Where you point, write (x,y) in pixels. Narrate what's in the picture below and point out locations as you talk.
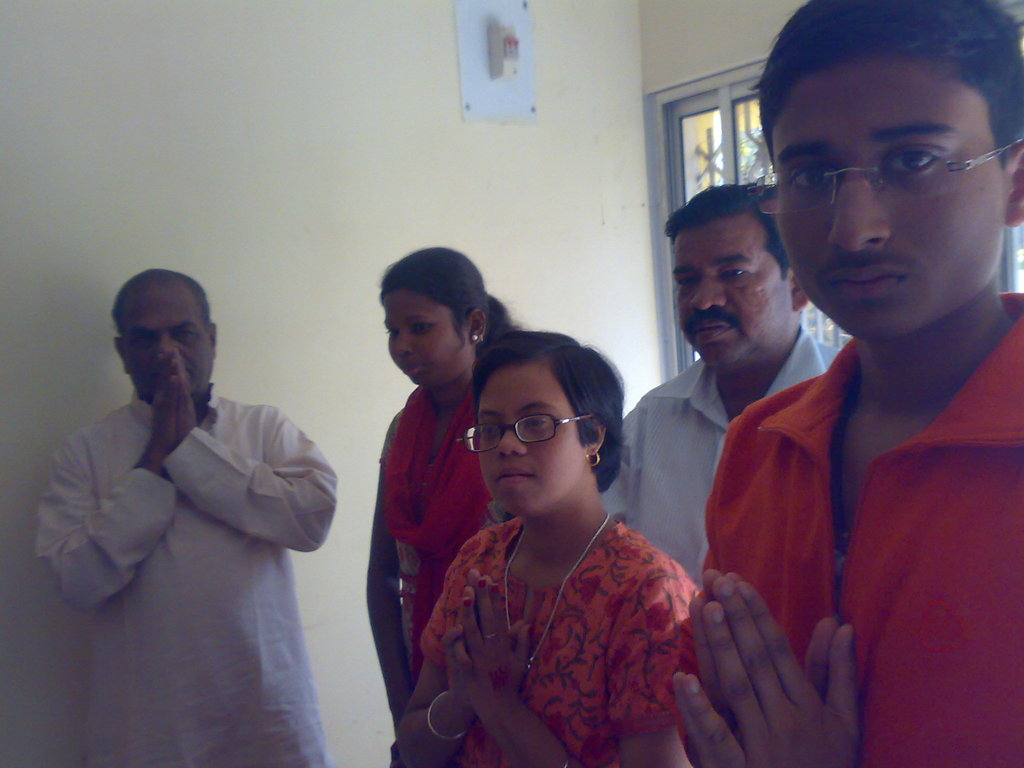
This is an inside view of a room (551,20). Here I can see few people (651,465) are standing facing towards the left side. It seems like they are praying. In the background (706,159) there is a window (699,159) to the wall (408,144). At the top of the image (511,65) there is a board (480,51) attached to the wall (383,51).
